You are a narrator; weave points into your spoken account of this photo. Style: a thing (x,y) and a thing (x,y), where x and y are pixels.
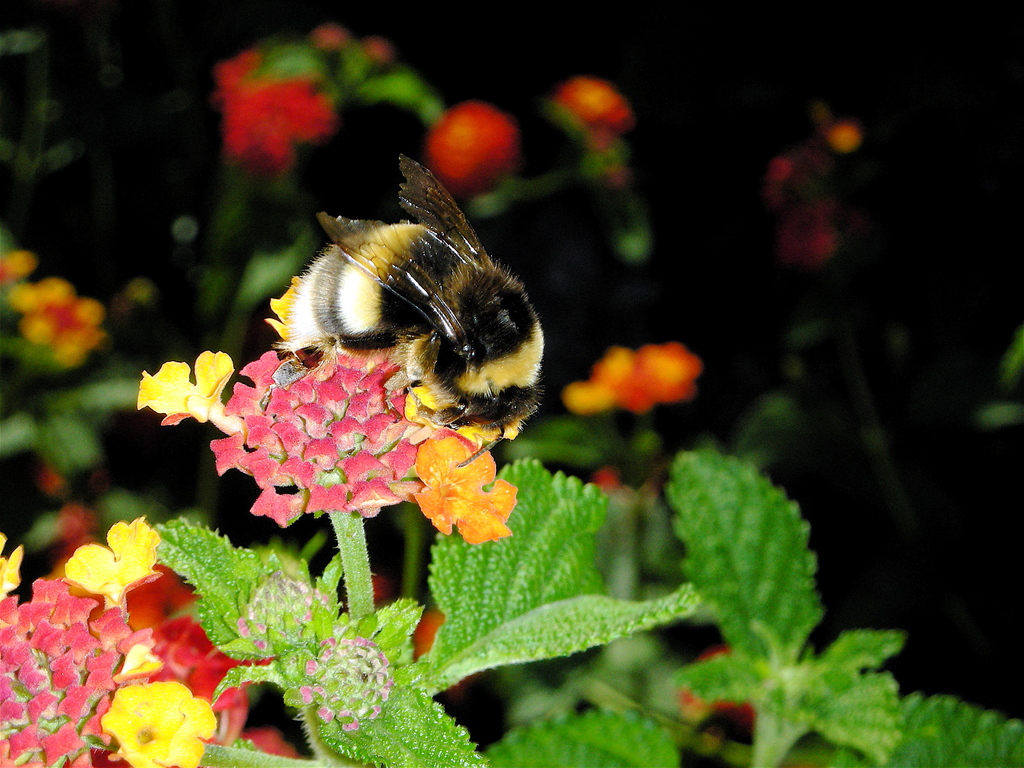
In this picture we can see a bumblebee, here we can see plants (394,605) with flowers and in the background (953,184) we can see it is dark.
